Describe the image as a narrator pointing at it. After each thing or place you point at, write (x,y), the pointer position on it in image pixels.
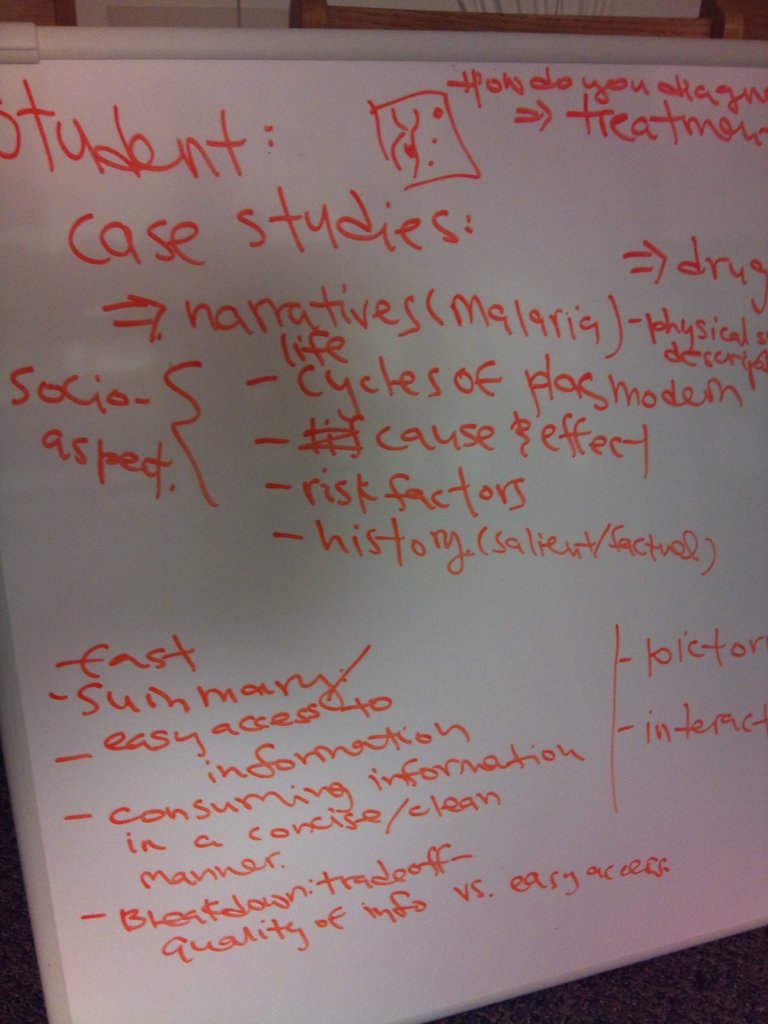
In this image there is a white board (426,635) on which there is some text (254,729).
